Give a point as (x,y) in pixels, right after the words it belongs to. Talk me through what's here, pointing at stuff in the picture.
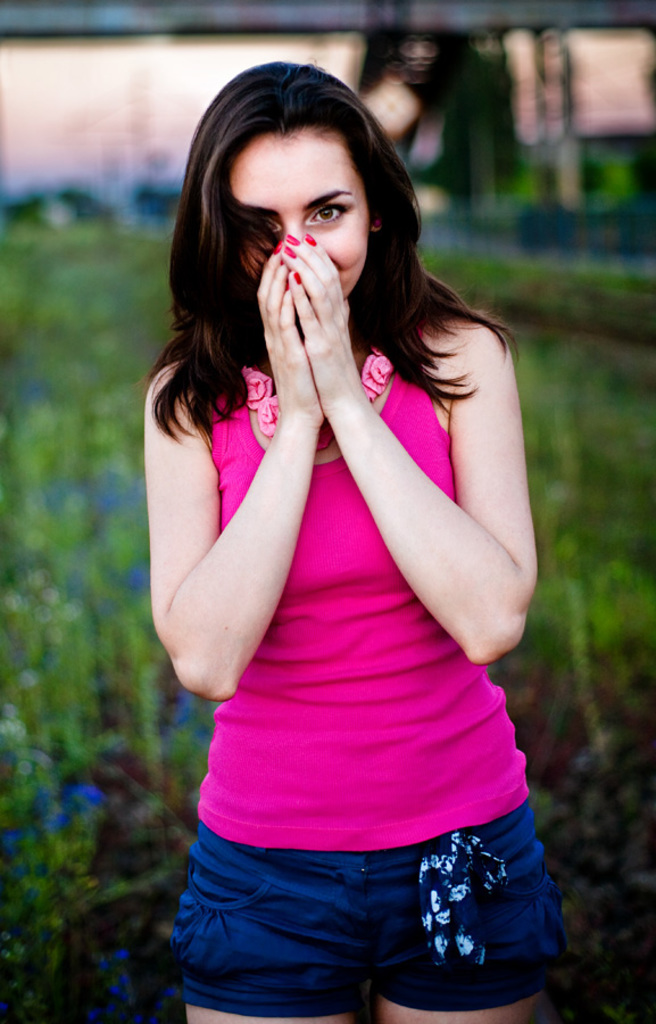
In this image I can see a woman (335,665) wearing a pink color t-shirt (351,687), blue color short (293,923), standing, smiling and giving pose for the picture. At the back of her I can see many plants (59,673) along with the flowers (80,802).
